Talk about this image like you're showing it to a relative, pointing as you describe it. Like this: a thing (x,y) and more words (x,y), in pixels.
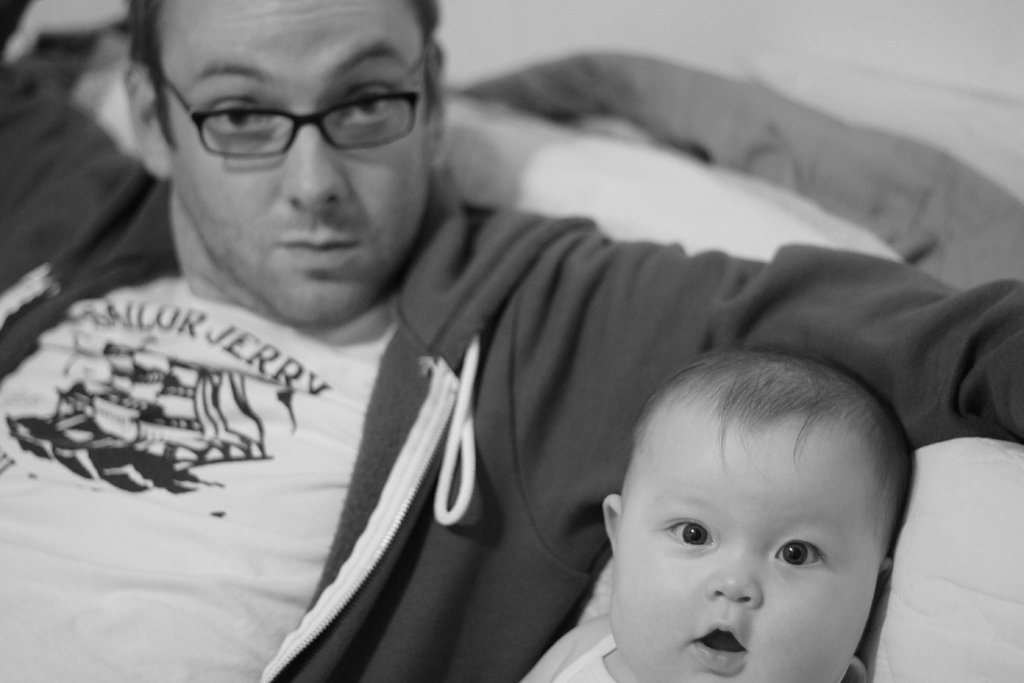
In this image there is a child (779,529) towards the bottom of the image (775,459), there is a man (391,475), he is wearing spectacles (268,114), there is an object (614,171) behind the man (639,320) that looks like a pillow (695,194), there is an object (954,535) behind the child (873,449) that looks like a pillow (932,496), there is an object (747,84) towards the top of the image (730,98).
